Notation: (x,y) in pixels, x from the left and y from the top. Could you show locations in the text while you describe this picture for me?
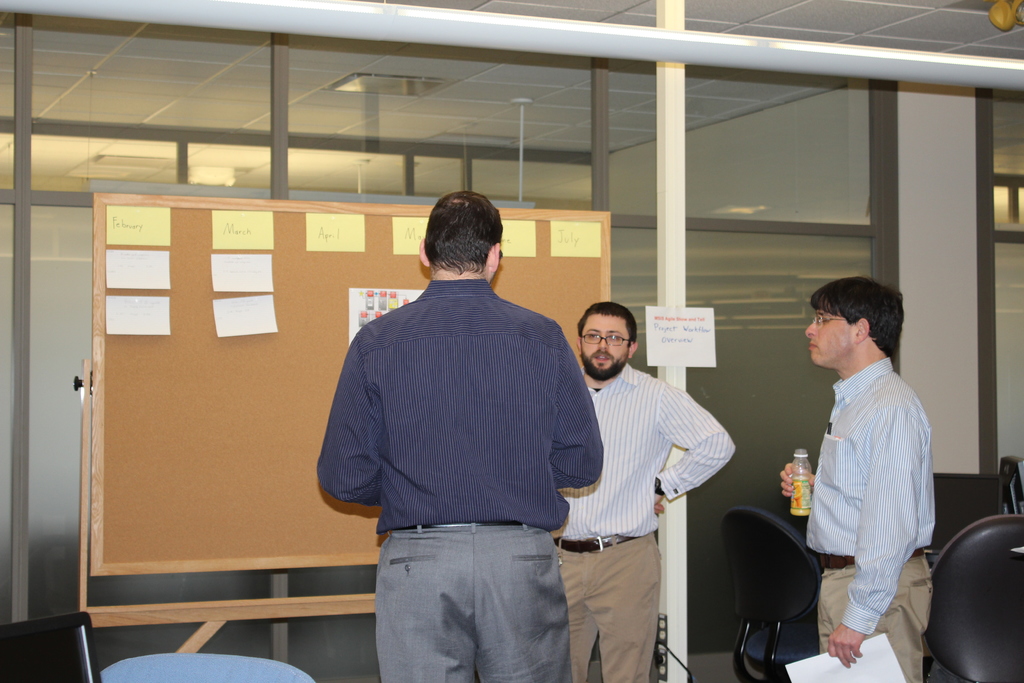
There are three men (564,489) standing. This looks like a board (106,345) with the papers (246,274) attached to it. I think these are the glass doors (565,143). I can see a paper (678,315) attached to the white pillar (673,662). These are the chairs (743,577). This person (842,475) is holding a water bottle (795,473) and paper (863,667) in his hands (842,656). This is a ceiling light (380,86), which is attached to the roof (360,59).
